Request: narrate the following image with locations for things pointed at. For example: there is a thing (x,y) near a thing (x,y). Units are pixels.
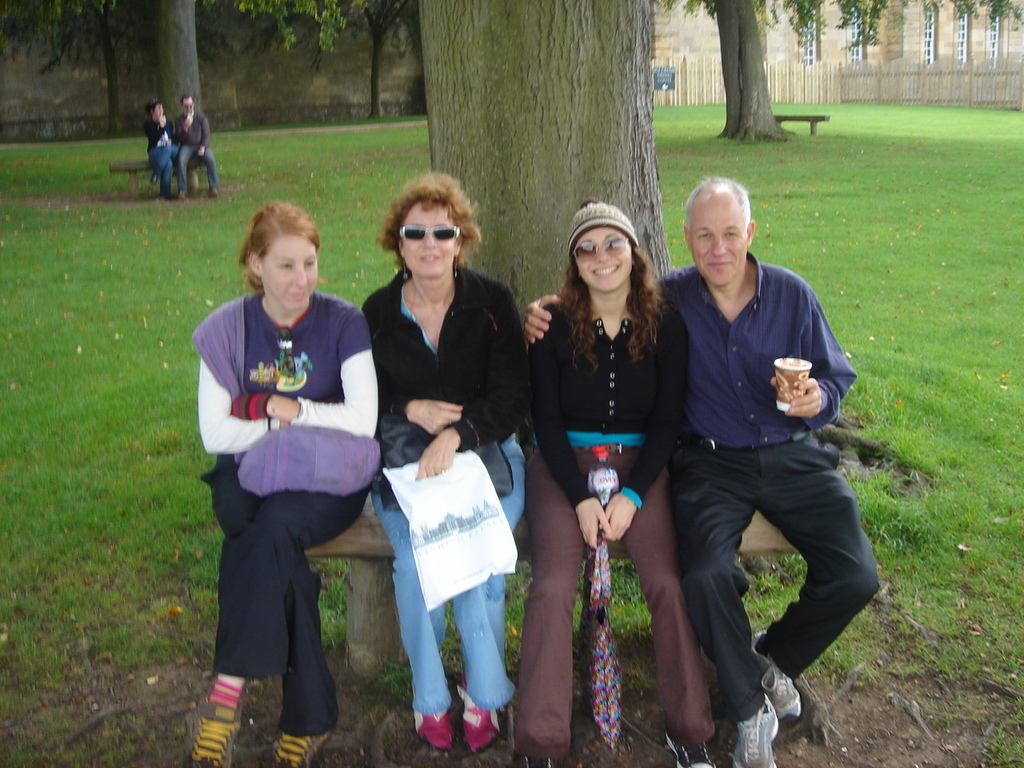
In this image we can see four persons (433,419) sitting on a bench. One lady (563,399) is wearing cap (596,217) and goggles (592,257). Another ladies (447,300) are holding bags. On the ground (65,323) there is grass (17,349). In the background (600,76) there are trees (600,61). And there are two persons (171,147) sitting on bench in the back (188,147). And there is another bench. In the background (857,27) there is a building (833,34) with windows (853,21). And there is a fencing (803,91). And we can see a wall (294,76) in the background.
